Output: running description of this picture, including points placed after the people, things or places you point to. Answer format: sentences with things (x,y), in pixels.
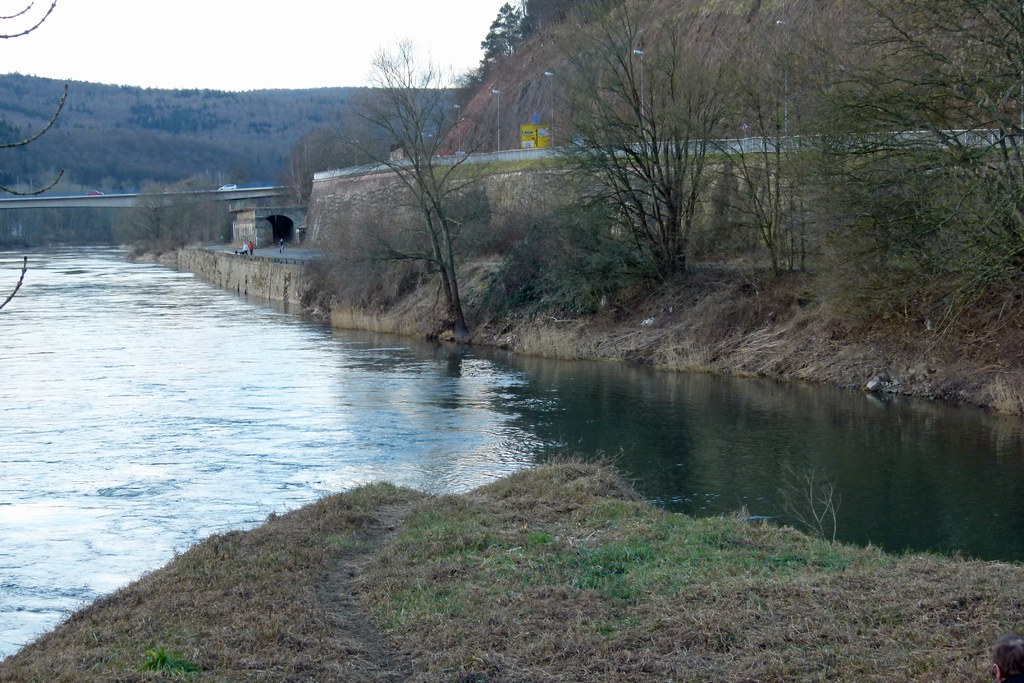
In this picture we can see the grass (555,577), water (514,445), trees (427,226), poles (460,142), arch (263,211), mountains (272,174) and some people (280,241) on the road (255,248) and in the background (126,42) we can see the sky (229,37).
